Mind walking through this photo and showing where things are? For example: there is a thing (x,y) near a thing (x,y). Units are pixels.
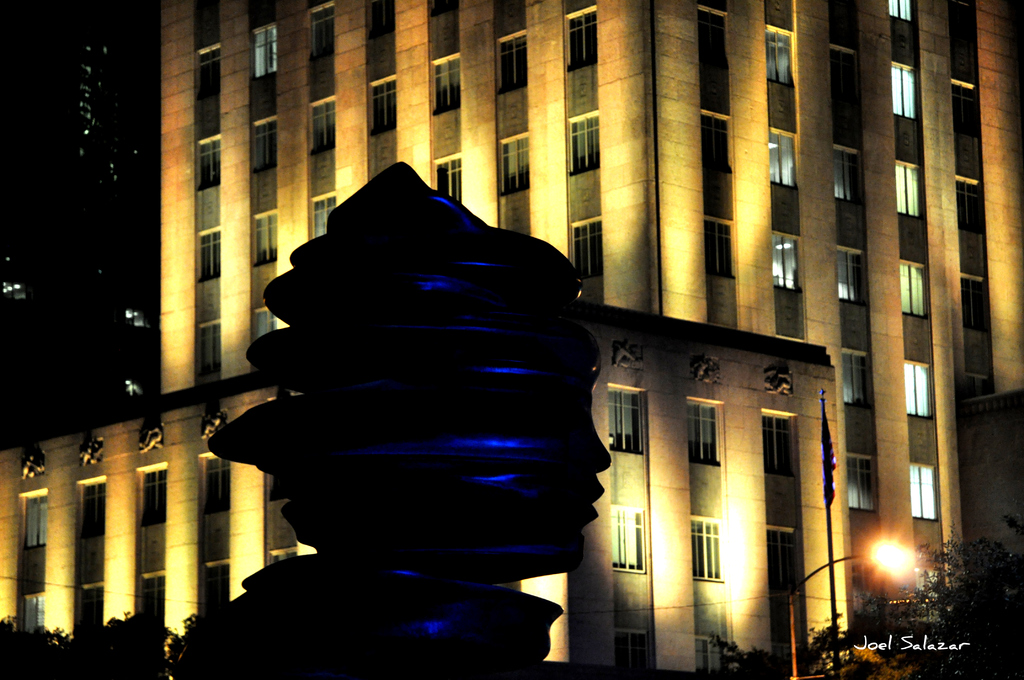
Here we can see buildings (788,365), statue (495,411), flag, light pole (902,547) and trees (829,661). Bottom of the image (870,645) there is a watermark (882,639). To these buildings (822,153) there are windows (581,121). Background it is dark.
